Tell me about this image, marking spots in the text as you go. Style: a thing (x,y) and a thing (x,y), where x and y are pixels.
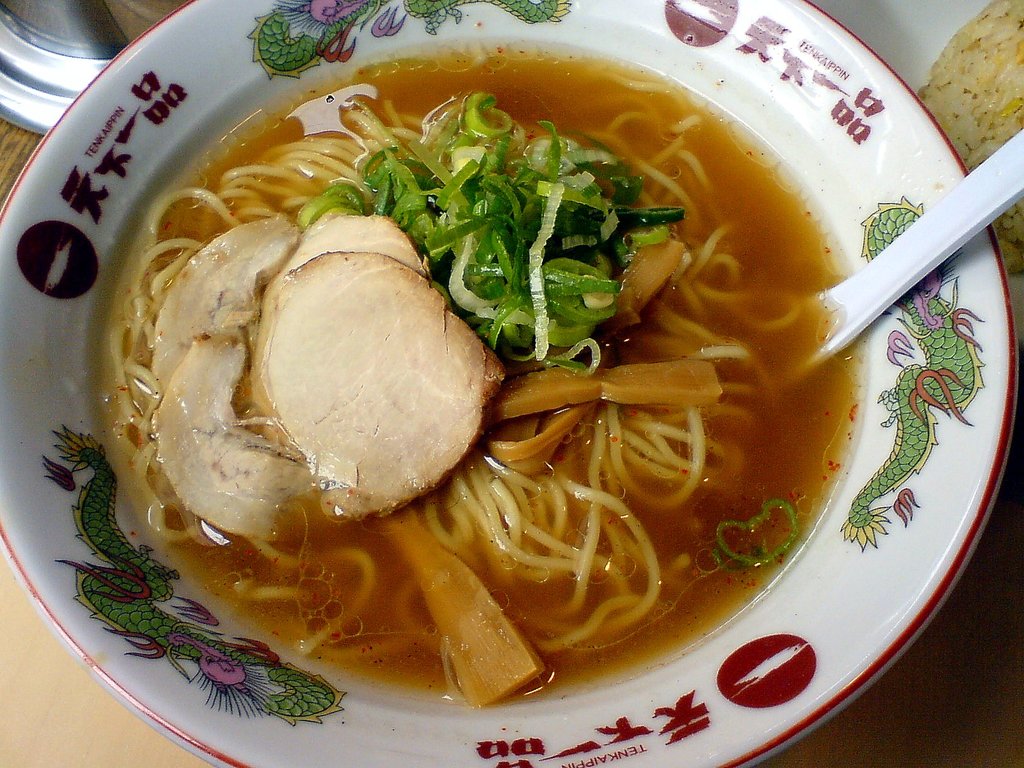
In this image there is a food item (669,296) with a spoon (834,309) in a bowl (857,269).
